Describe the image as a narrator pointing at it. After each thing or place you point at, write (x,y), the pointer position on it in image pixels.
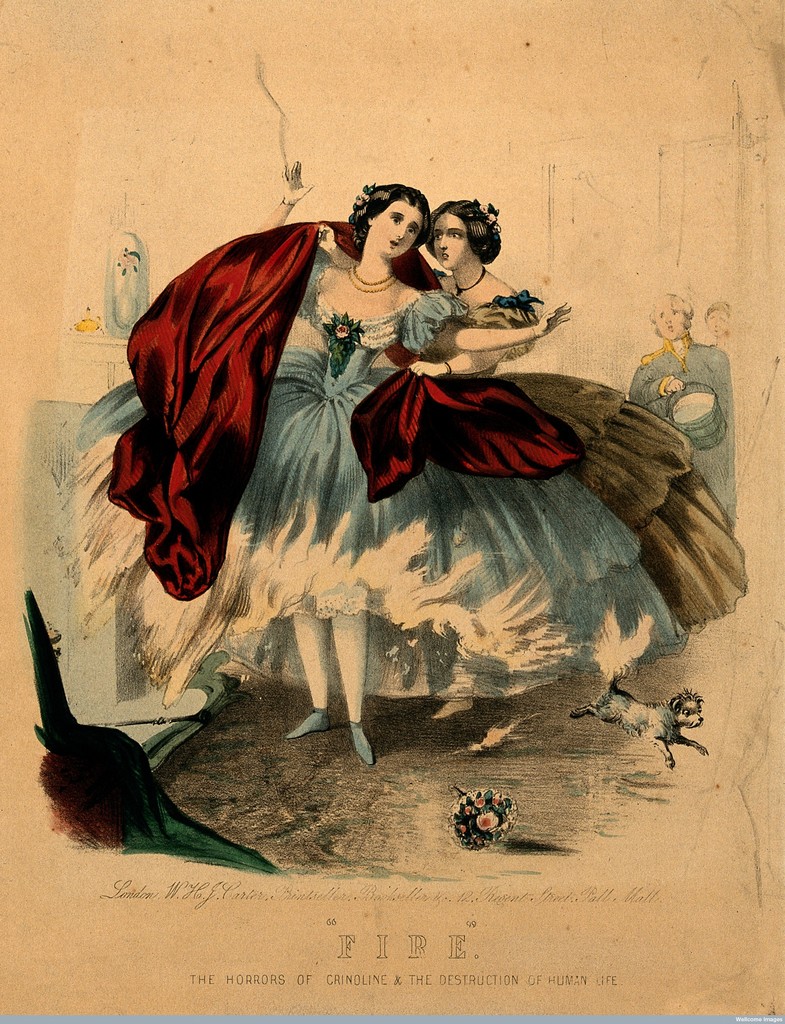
In this image, we can see a poster (537,789). Here we can see few people (439,539), dog (647,719), flower bouquet (482,834), some objects (131,265). At the bottom of the image (395,950), we can see some text (565,979).
